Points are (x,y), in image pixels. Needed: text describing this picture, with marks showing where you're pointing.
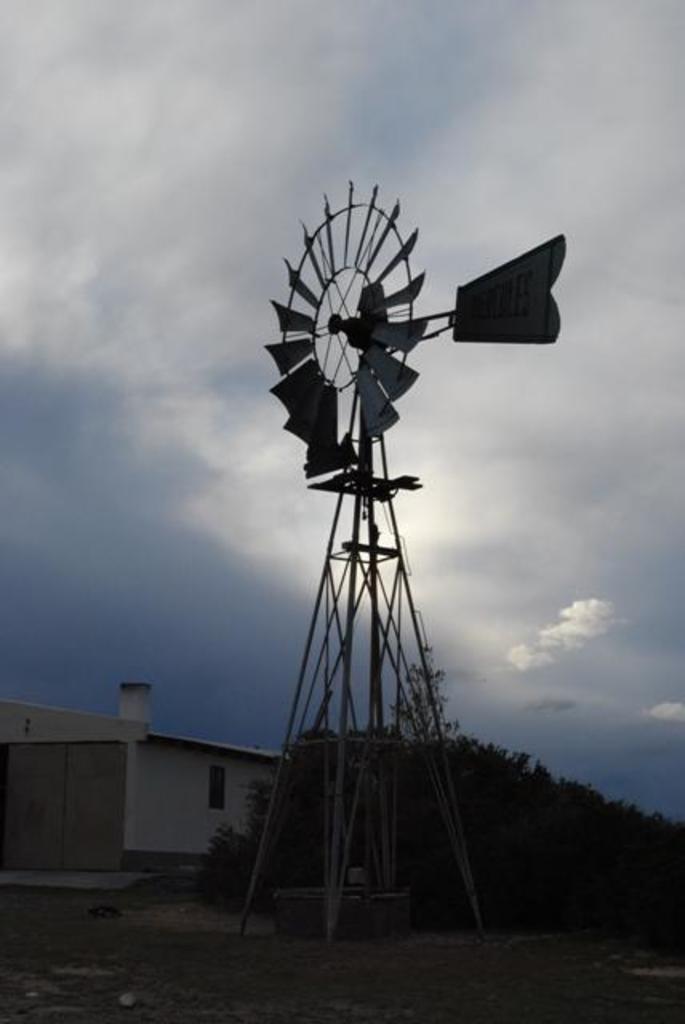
In this image, I can see a water windmill (365,350). At the bottom of the image (276,850), I can see a house (206,834) and trees (598,848). In the background (179,598), there is the sky (420,126).
